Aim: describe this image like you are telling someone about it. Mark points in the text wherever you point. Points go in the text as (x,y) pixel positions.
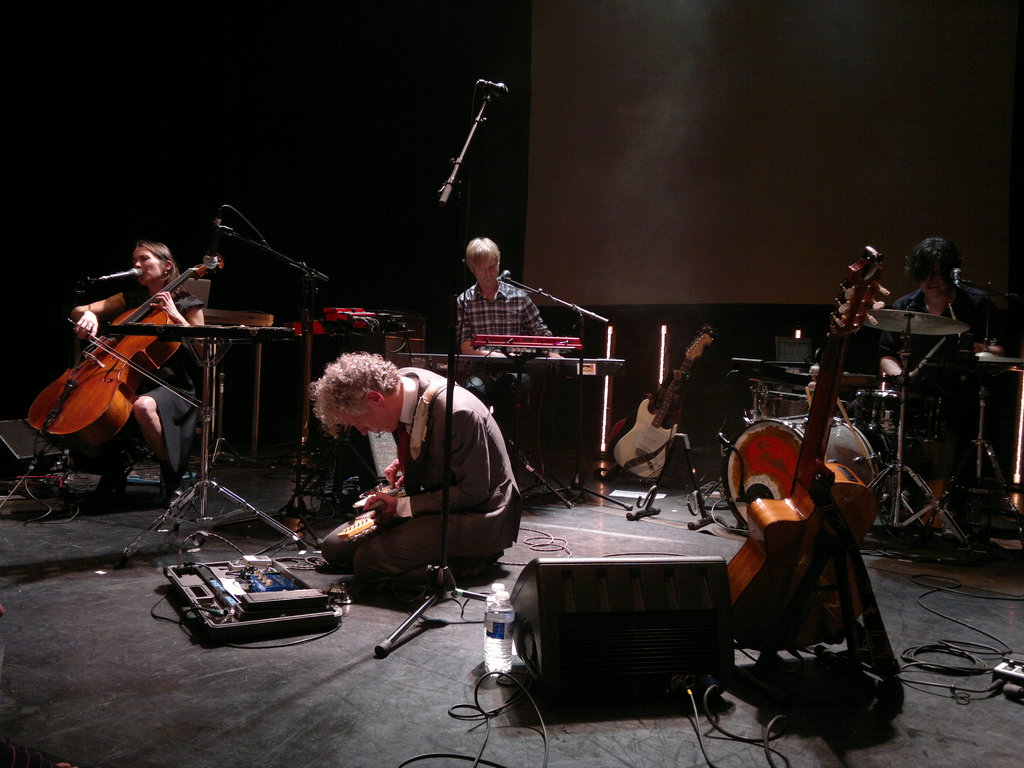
In this image we can see four persons (477,503) on the stage (566,490). Here we can see a woman (178,297) sitting on a chair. She is playing a cello (147,311) and she is singing on a microphone (130,273). Here we can see a man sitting on a chair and he is playing a piano (520,365). Here we can see another man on the right side (962,373) and he is playing drums (920,331). Here we can see another guitar (646,443) on the stage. Here we can see a man (405,379) sitting on the stage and looks like he is holding a musical instrument (360,526) in his hands (385,503). In the background (648,213), we can see the screen (881,125). Here we can see an extension box (1019,678) and the wires (942,588) on the stage (462,659).
